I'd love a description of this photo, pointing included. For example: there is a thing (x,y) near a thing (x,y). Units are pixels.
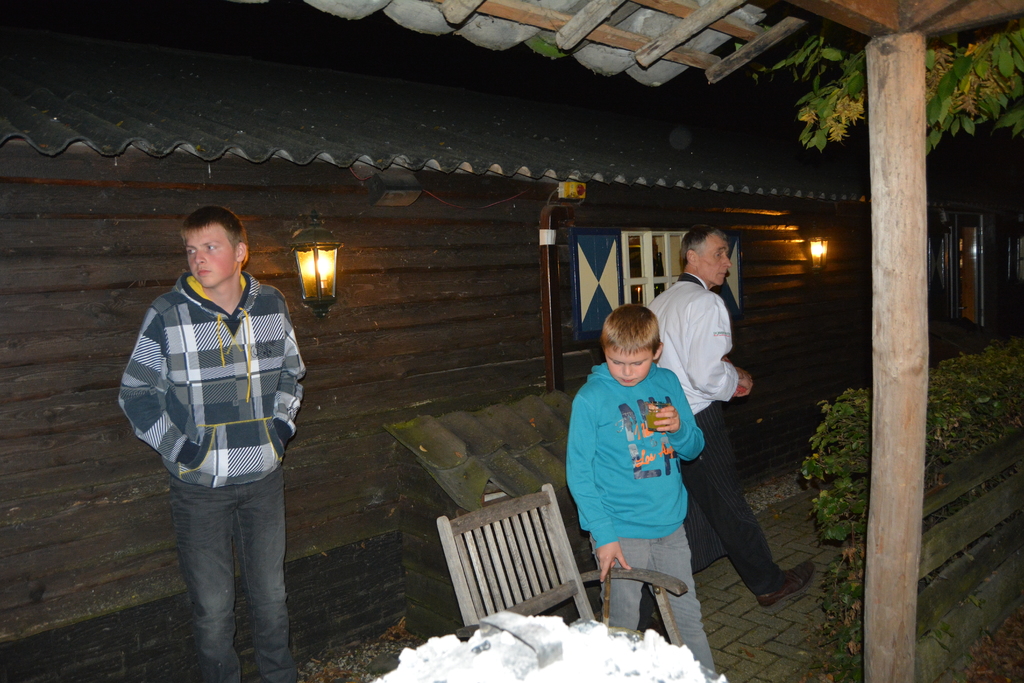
In this picture we can see three persons (643,386), on the right side (941,427) there are some plants (932,397), we can see a chair (545,533) in the front (569,578), in the background (583,127) we can see a house (732,189), there are two lights (817,261) and a window (655,271) in the middle (642,256).
